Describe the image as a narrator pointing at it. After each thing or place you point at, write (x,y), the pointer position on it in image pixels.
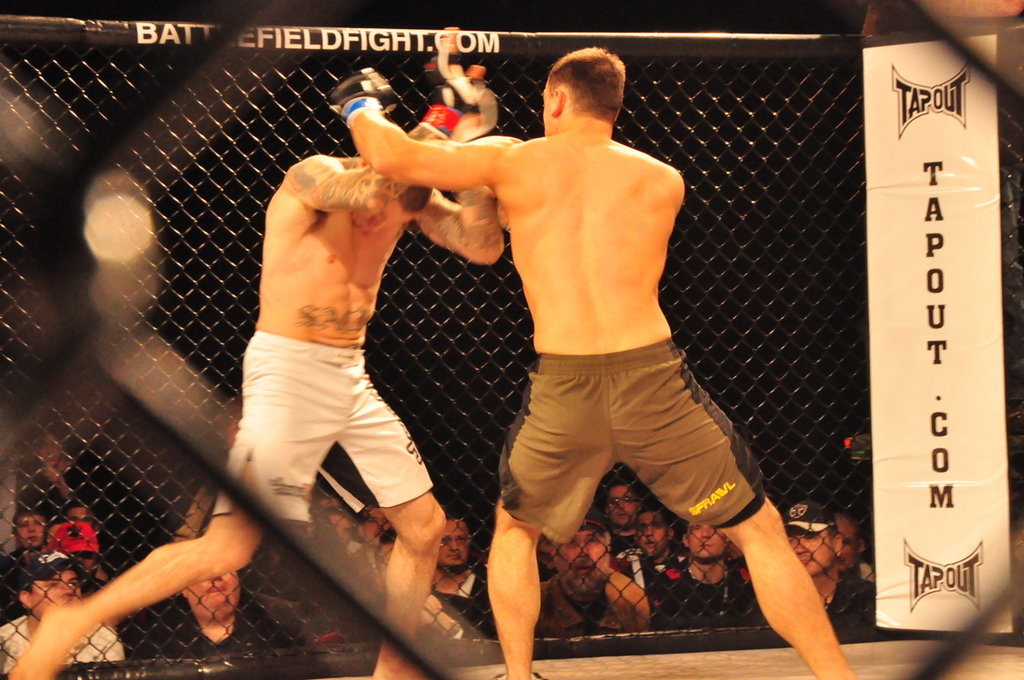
There are two men (346,496) fighting and we can see banner (915,111) and mesh (766,303), through this mesh (370,535) we can see people (619,573). In the background (779,125) it is dark.
